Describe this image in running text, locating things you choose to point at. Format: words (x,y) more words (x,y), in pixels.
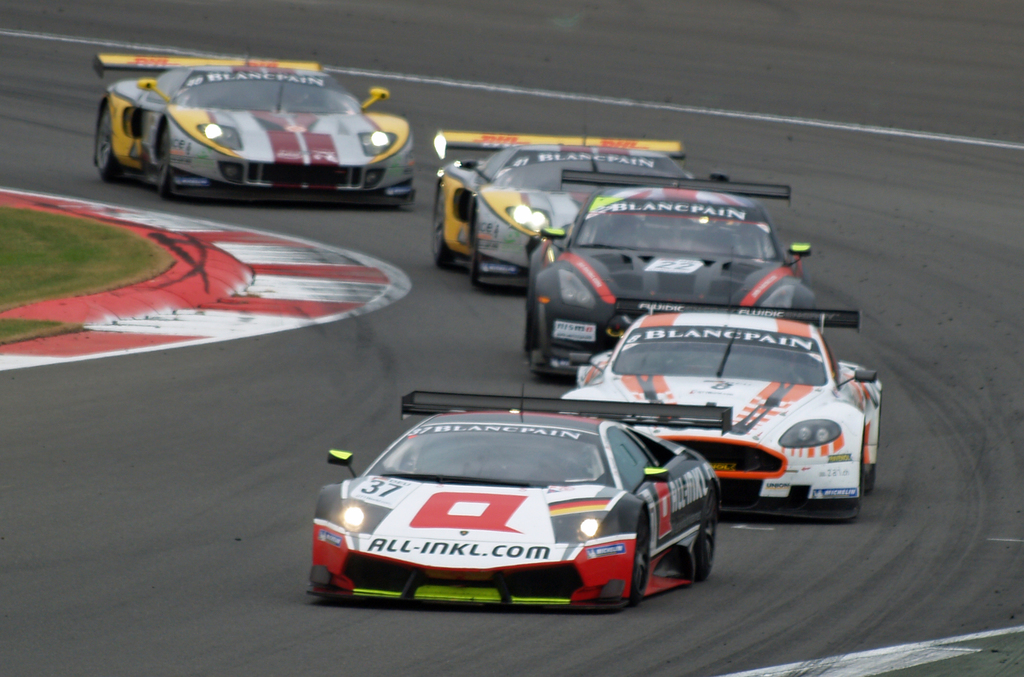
In this picture we can see cars (184,107) on the road (281,532) and in the background (16,253) we can see the grass (96,265).
